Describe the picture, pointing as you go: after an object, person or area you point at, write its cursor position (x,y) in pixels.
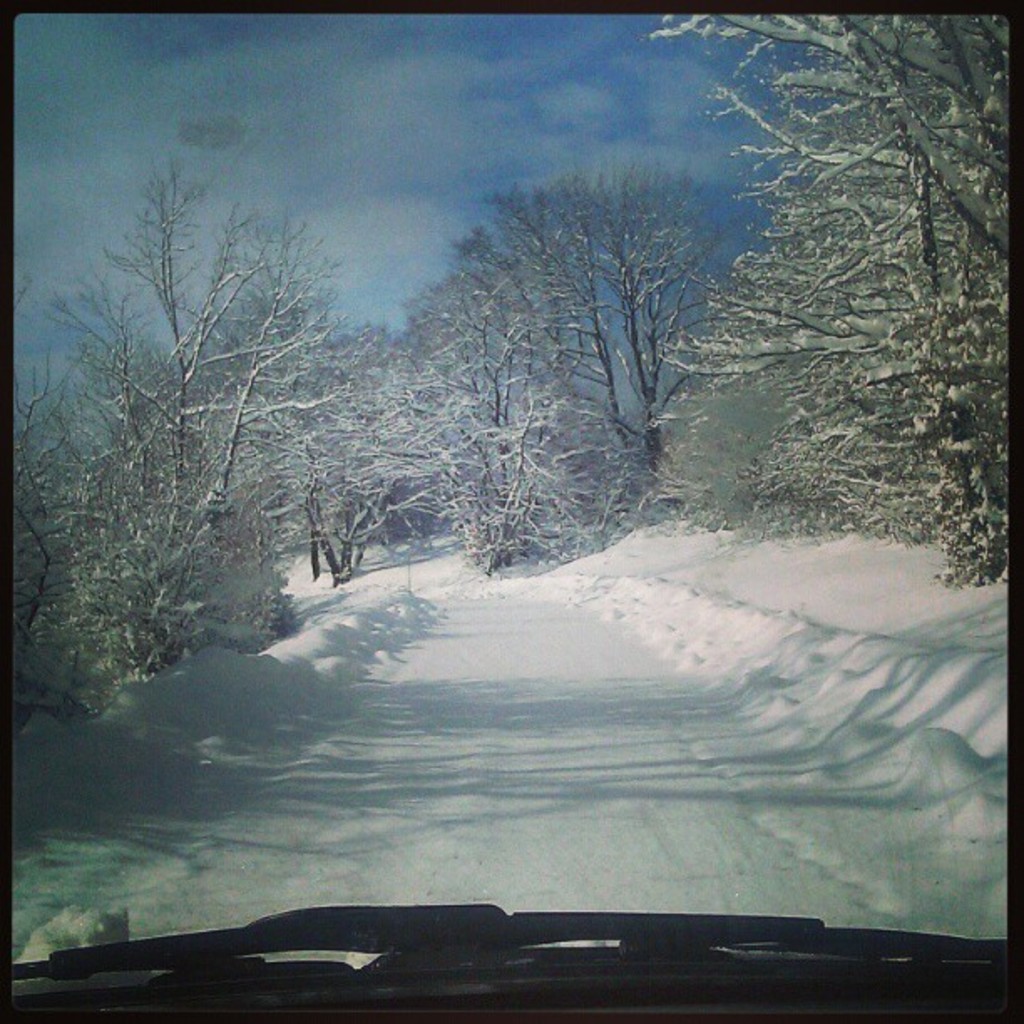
In this image I can see car's front part (547,922), snow (316,619), trees (514,496) and the sky (299,140). This image is taken during a day.
